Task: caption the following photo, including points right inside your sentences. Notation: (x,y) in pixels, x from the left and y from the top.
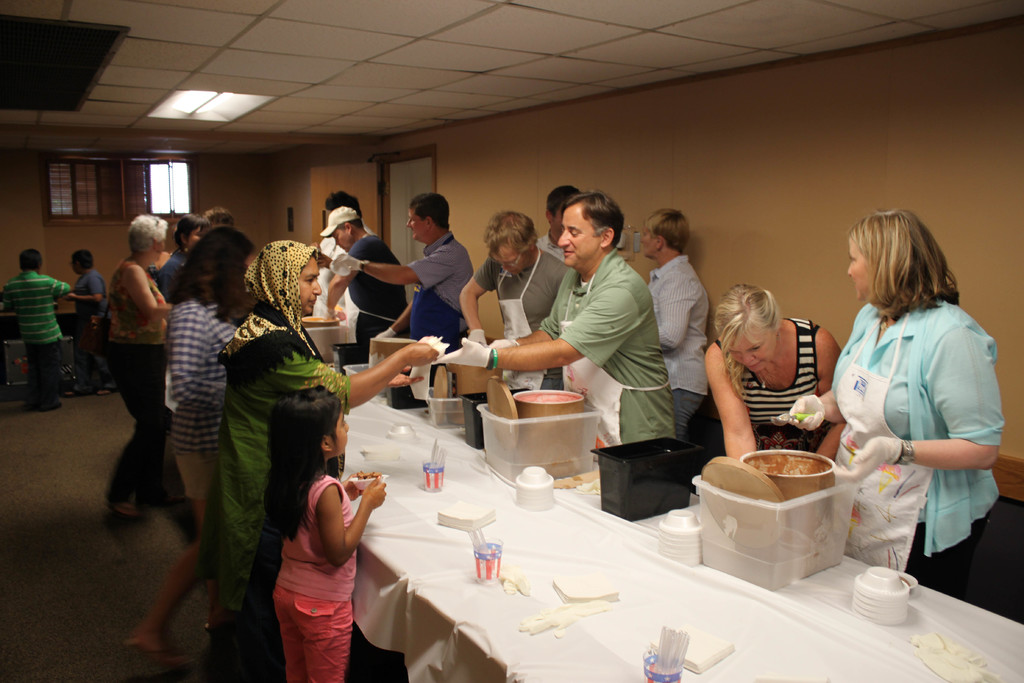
There is a group of people (631,350). They all are standing. There is a table (421,480). There is a box (749,502), bowl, glass (435,474) and tissues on the table (410,454). She is holding like spoon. She is wearing gloves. We can see in the background (748,270) there is a door (383,177), wall (748,270) and roof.
